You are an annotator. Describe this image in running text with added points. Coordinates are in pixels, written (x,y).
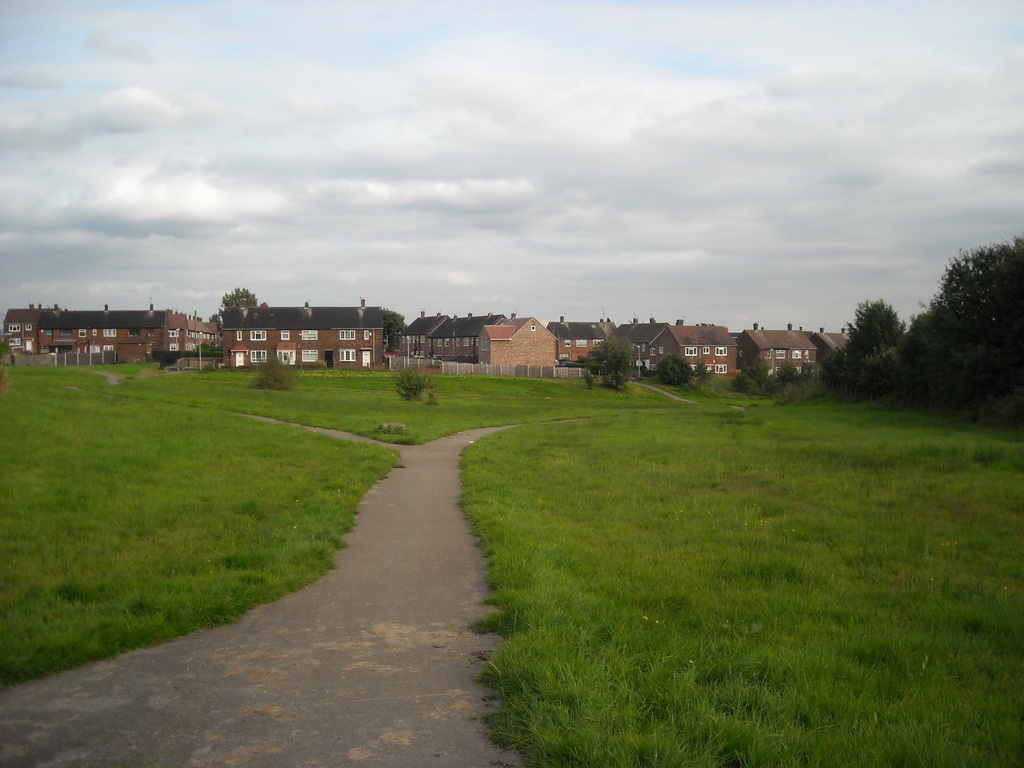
In this image at the bottom (473,548) there is grass (180,489) and walkway (380,513), in the background (443,341) there are some houses (697,355) and trees (208,345). On the top of the image (415,180) there is sky (429,170).
